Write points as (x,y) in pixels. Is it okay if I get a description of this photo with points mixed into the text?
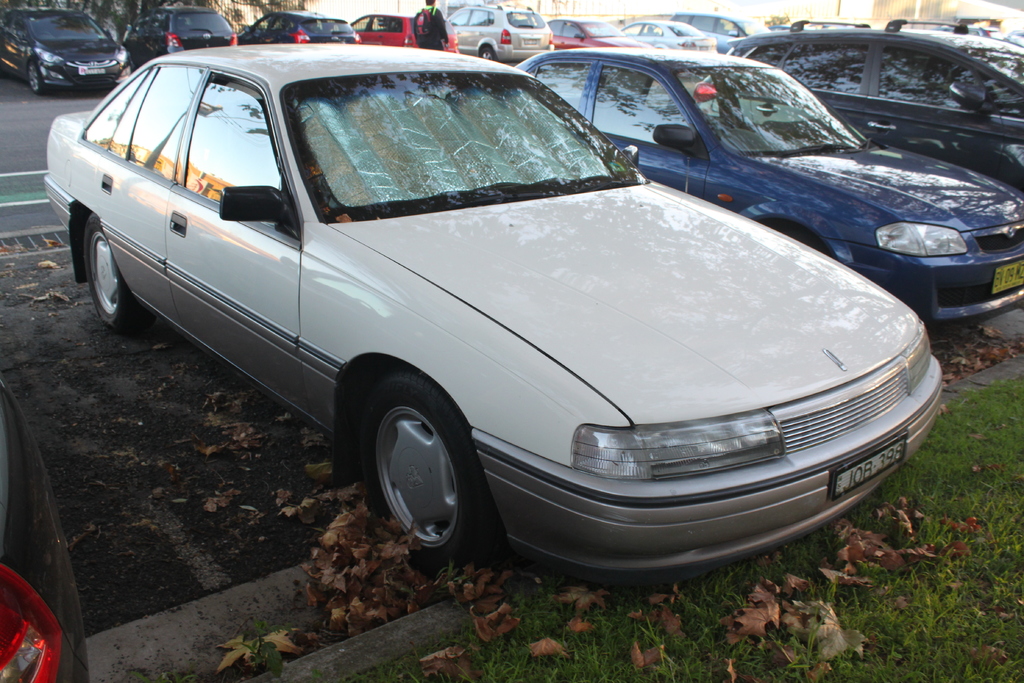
In the center of the image (382,257) there is a car (479,373) on the road (327,440). On the right side of the image (848,241) we can see cars (820,147). In the background (405,32) there is a person (444,33), cars (78,32) and road (31,139). At the bottom (860,582) there is a grass (785,644).
